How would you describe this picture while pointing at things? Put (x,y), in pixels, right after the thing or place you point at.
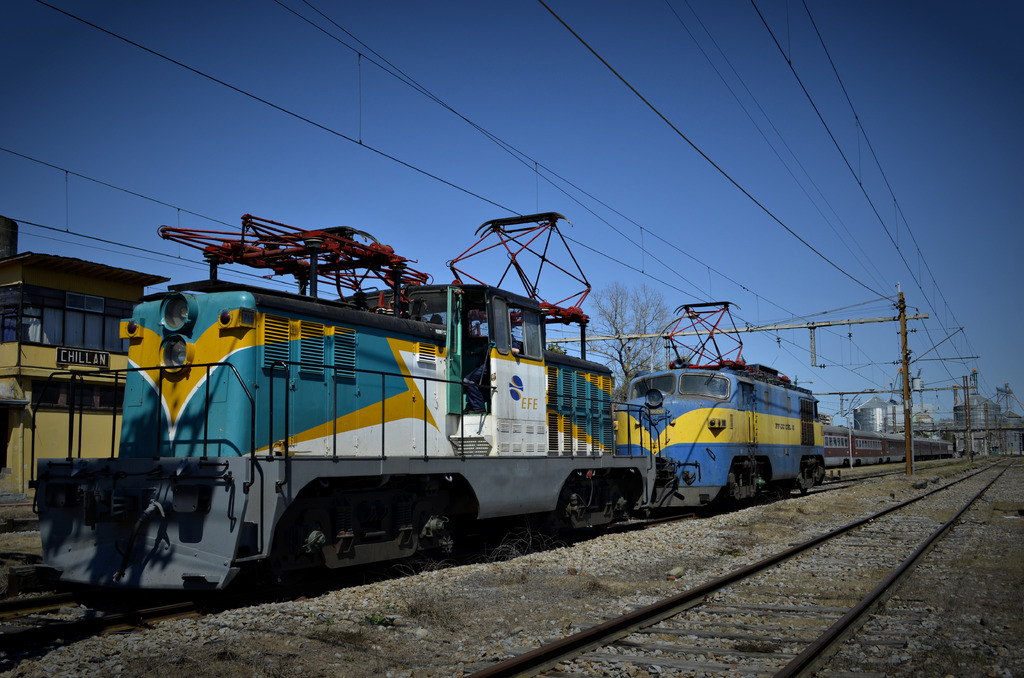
There is a railway track (598,674). There are 2 train engines (734,426) on a left track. There is a building (43,413) at the left (42,390) which has a black name board (62,356) on it. There are electric poles (592,340) and wires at the back (634,341). There is a train (877,439) at the leftmost track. There is a tree (644,346) and buildings (965,398) are present at the back (895,411). There is a clear sky (613,125) on the top (625,138).
